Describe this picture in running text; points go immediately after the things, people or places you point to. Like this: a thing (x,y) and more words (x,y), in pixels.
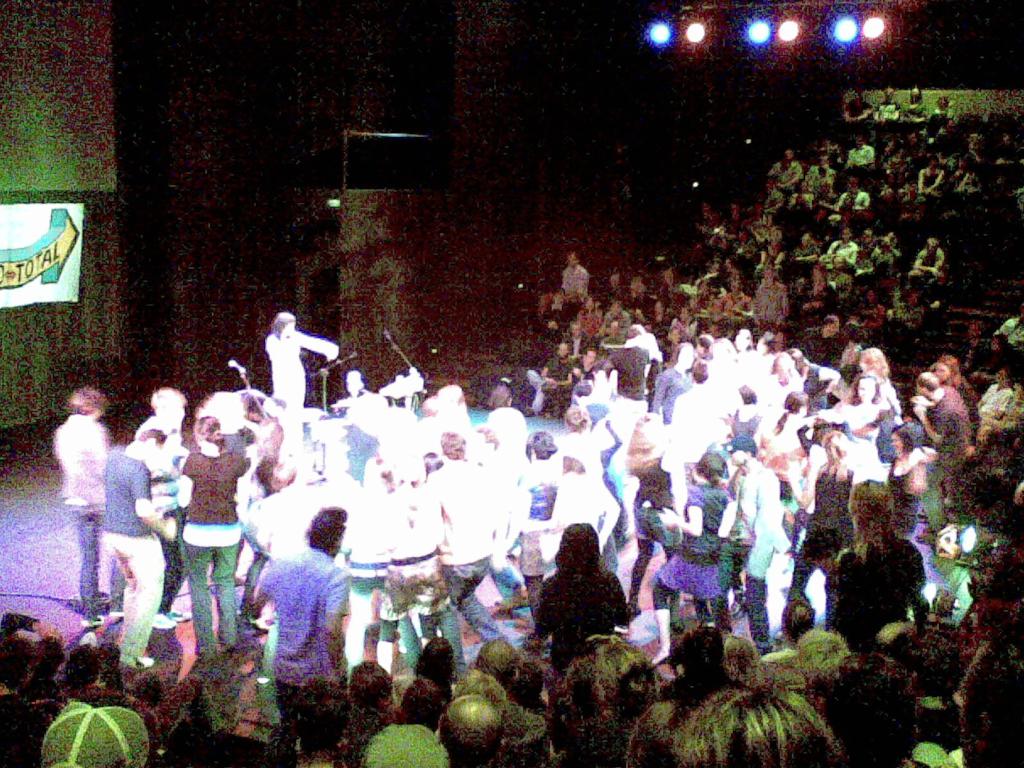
In this image, I can see a group of people (736,381) standing and groups of people (780,318) sitting. At the top right side of the image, there are focus lights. On the left side of the image (43,252), It looks like a banner (25,270).
